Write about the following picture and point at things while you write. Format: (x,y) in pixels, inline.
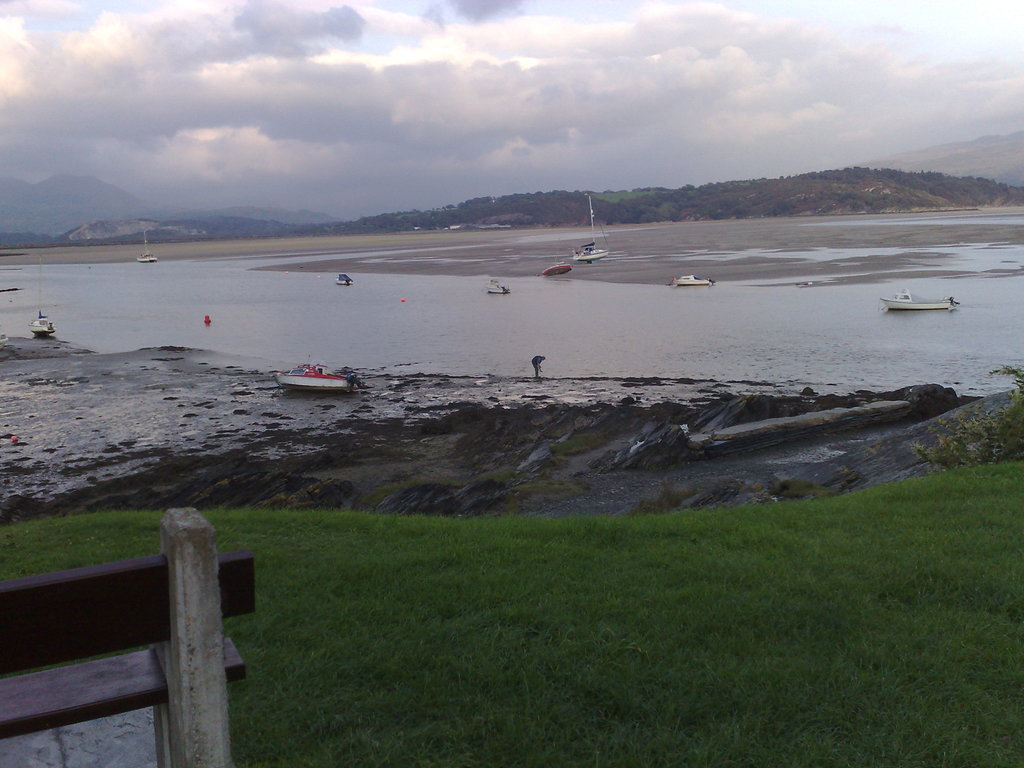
This is an outside view. At the bottom of the image (519,601) I can see the grass (440,638) and also there is a bench (76,680). In the middle of the image (432,341) there are some boats (950,300) on the water (276,331). In the background (708,204) there is a hill (658,206) and some trees (516,208). On the top of the image (483,41) I can see the sky (327,45) and clouds (472,112).
